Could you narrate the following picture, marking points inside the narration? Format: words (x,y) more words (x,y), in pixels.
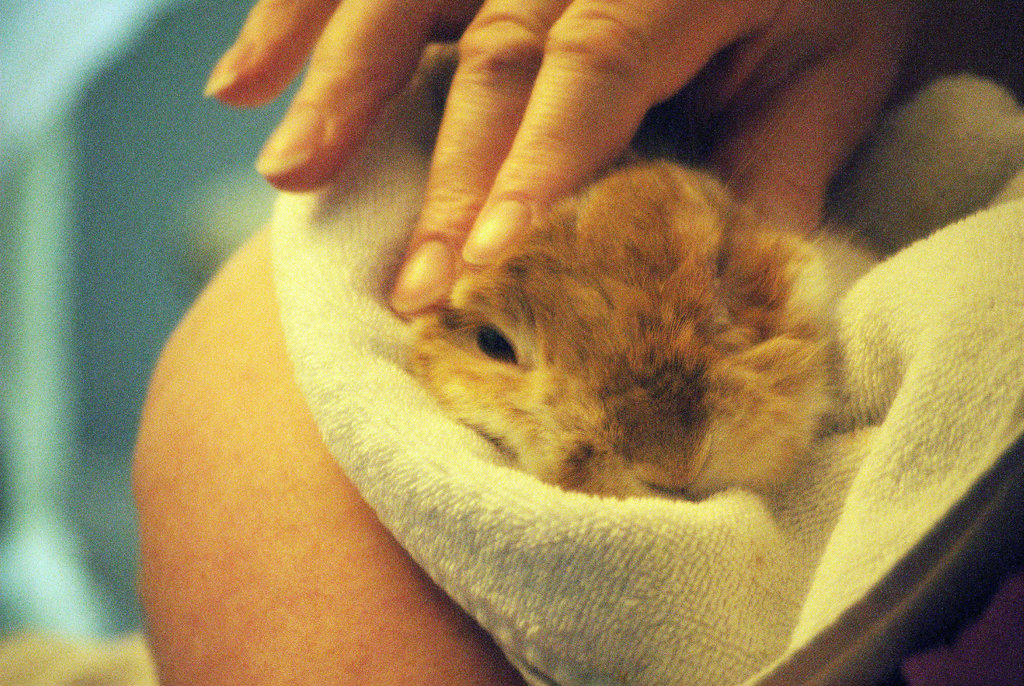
In this picture I can observe an animal (533,352). This animal (630,356) is in brown color. I can observe a human hand (327,64) in the middle of the picture (440,271). The background (135,159) is completely blurred.
